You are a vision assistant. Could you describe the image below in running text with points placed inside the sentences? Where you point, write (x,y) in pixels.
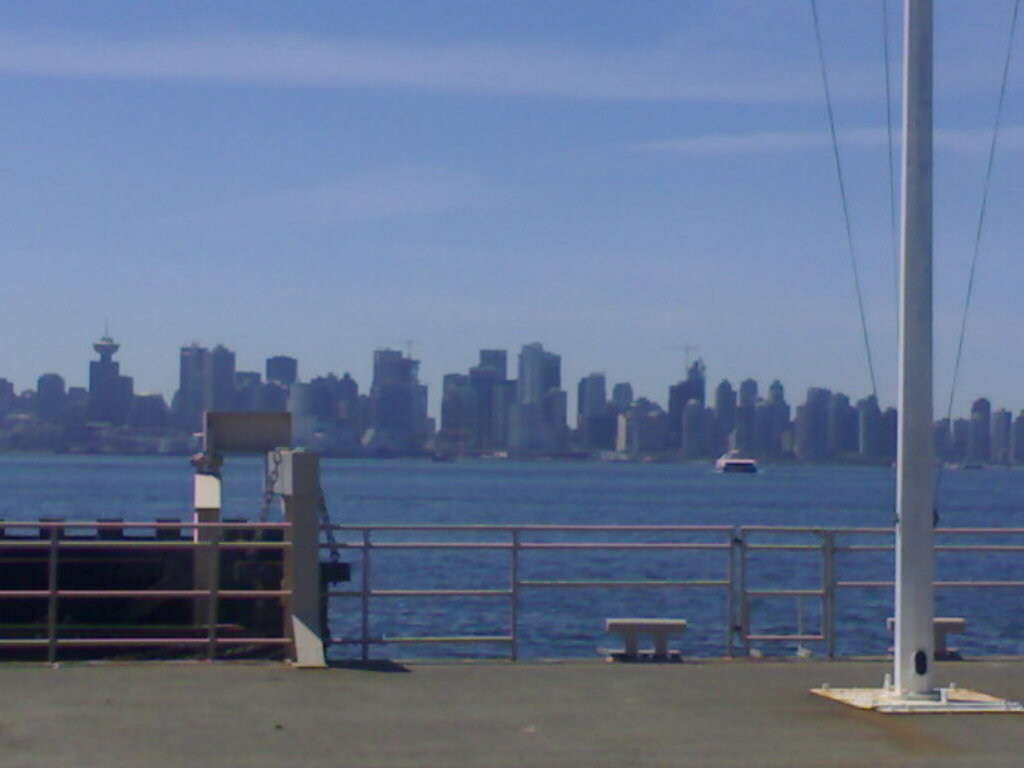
This picture is clicked outside the city. On the right corner of the picture (932,668), we see a pole (908,289) and behind that, we see an iron railing (17,546). We see water (662,499) and boat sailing in the water (464,483). This might be a river (549,520). There are many buildings (475,410) and trees (677,453) in the background (343,392). At the top of the picture (412,115), we see the sky (509,216).
